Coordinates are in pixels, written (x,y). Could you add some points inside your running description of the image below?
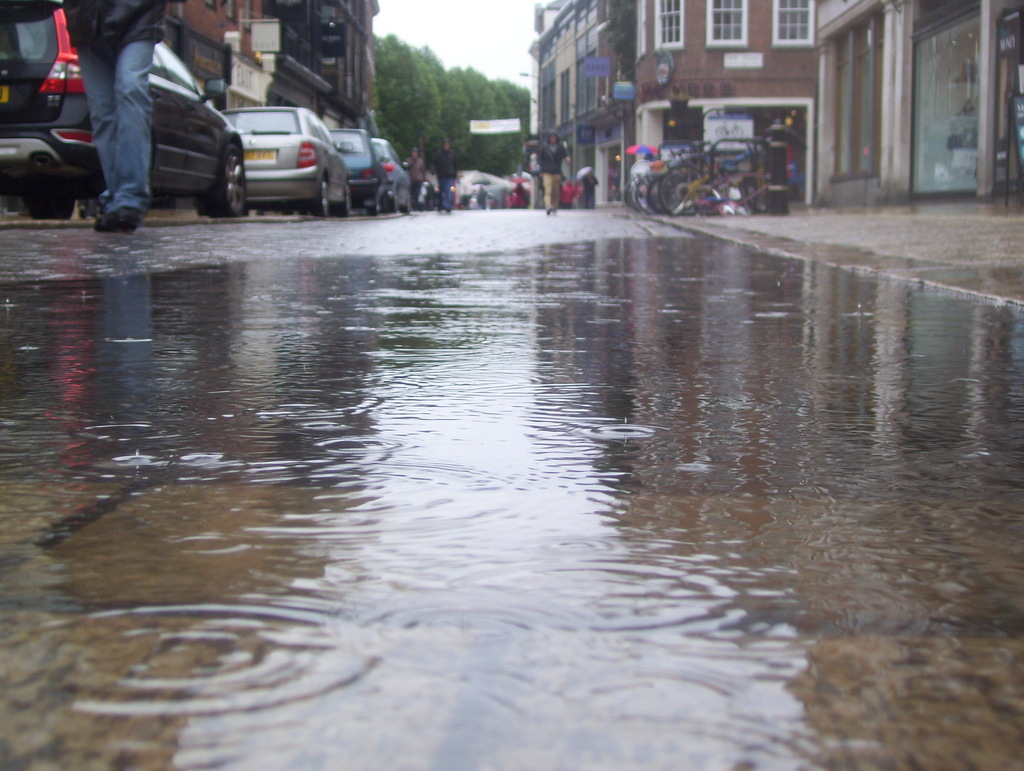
This picture might be taken outside of the buildings (740,96). In this image, on the right side (737,96), we can see buildings (839,111), windows (876,65), bicycles (710,210) and a footpath (913,238). On the left side (239,148), we can see few cars (203,158), buildings (212,27), hoardings (253,30) and a man (142,82) is walking on the road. In the middle of the image (450,475), we can see some water (552,627) on the road (458,216), group of people (549,200) are walking. In the background (454,118), we can also see some hoardings (478,128), trees (501,88), street lights (529,77). On the top (495,13) there is a sky (441,27).
